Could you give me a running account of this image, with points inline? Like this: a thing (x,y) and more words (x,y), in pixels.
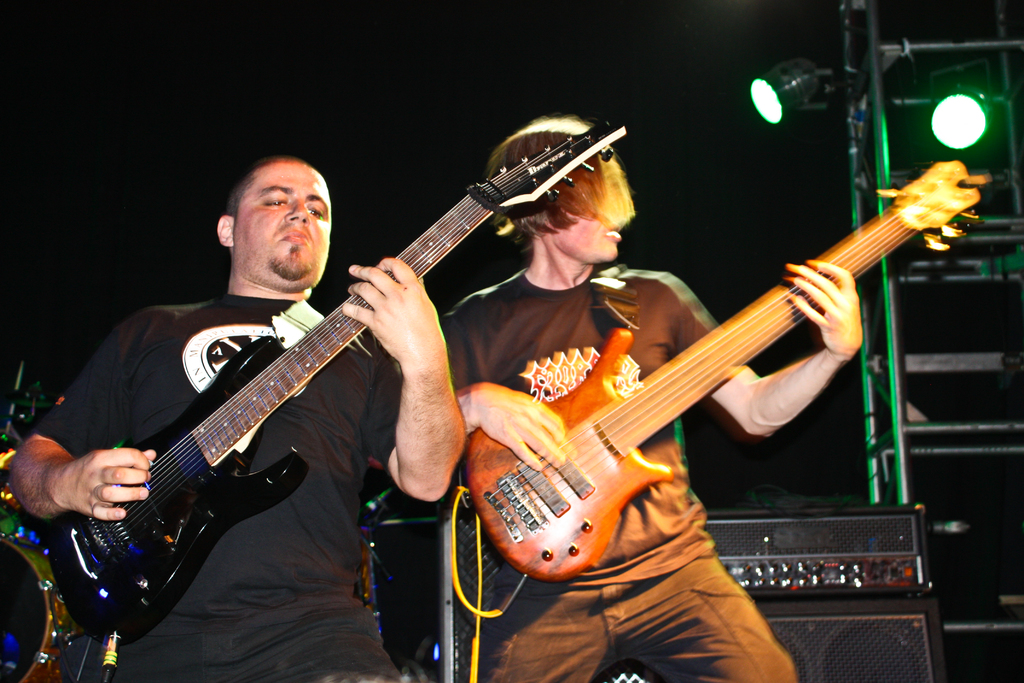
In this image I can see two men (625,187) are standing and holding guitars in their hands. In the background (824,674) I can see two lights (948,125) and speakers (811,646).
